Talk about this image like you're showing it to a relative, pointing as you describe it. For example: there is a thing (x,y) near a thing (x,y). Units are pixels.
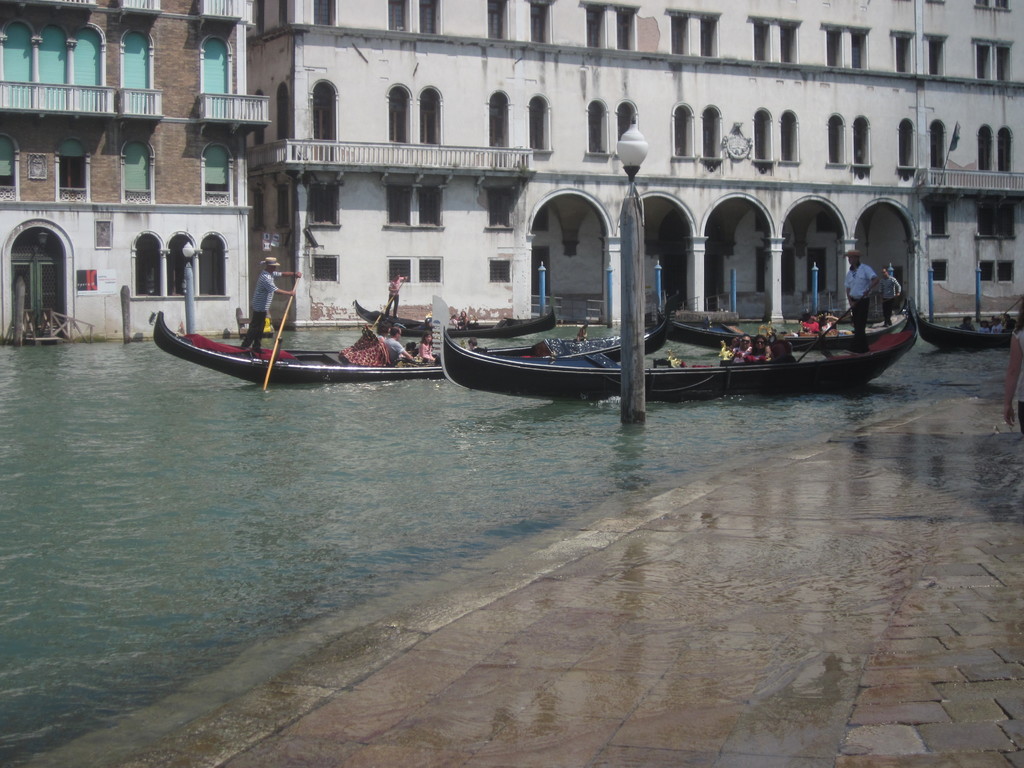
In this image I can see few boats (664,395) in water (365,446). I can also see few persons (398,340) in the boat (376,353), a light pole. At back (410,76) I can see buildings (424,78) in white and brown color.
